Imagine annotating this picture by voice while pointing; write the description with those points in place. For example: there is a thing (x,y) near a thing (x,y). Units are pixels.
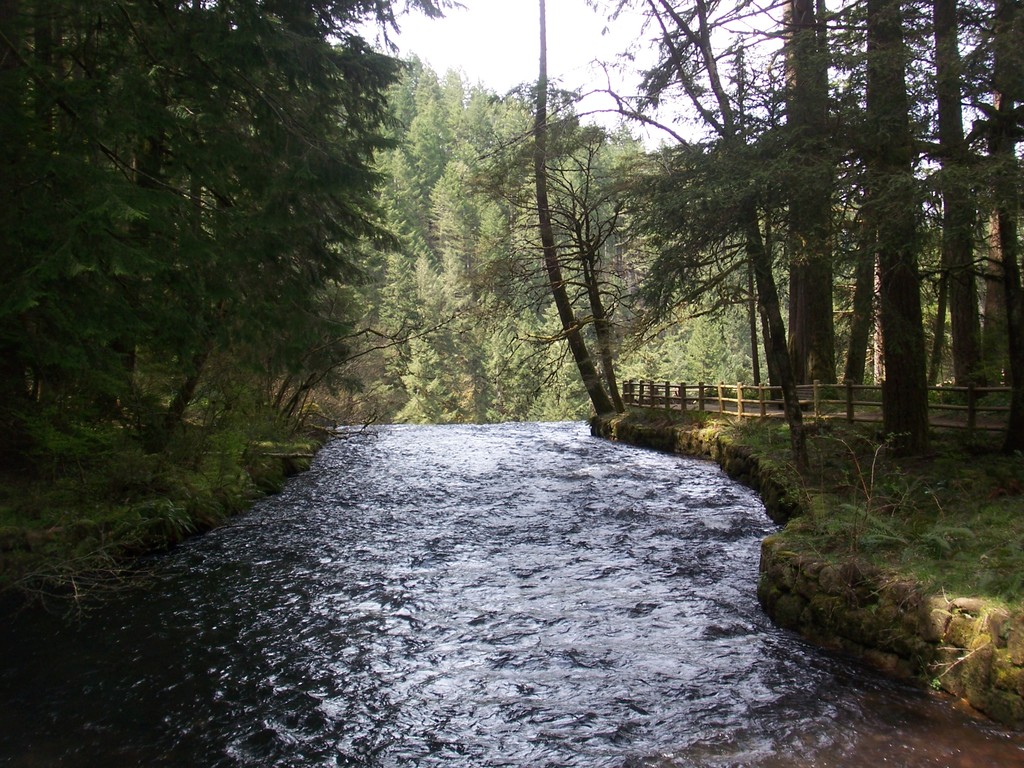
In this picture I can see water (605,495), fence (817,406), plants (1003,460), trees (490,130), and in the background (554,48) there is sky (572,88).
